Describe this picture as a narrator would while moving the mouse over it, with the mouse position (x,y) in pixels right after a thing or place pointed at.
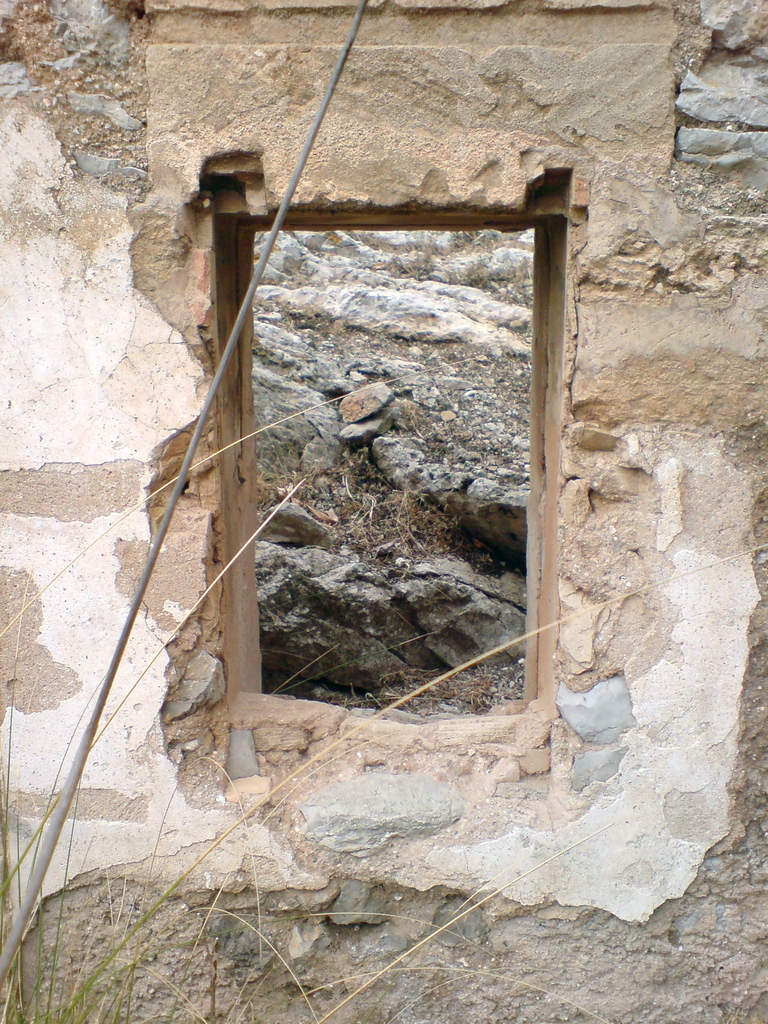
In this picture I can see the wooden window (239,504) on the broken wall (616,409). At the bottom (0,886) I can see the grass (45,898). Through the window (453,287) I can see some stones (392,399).
